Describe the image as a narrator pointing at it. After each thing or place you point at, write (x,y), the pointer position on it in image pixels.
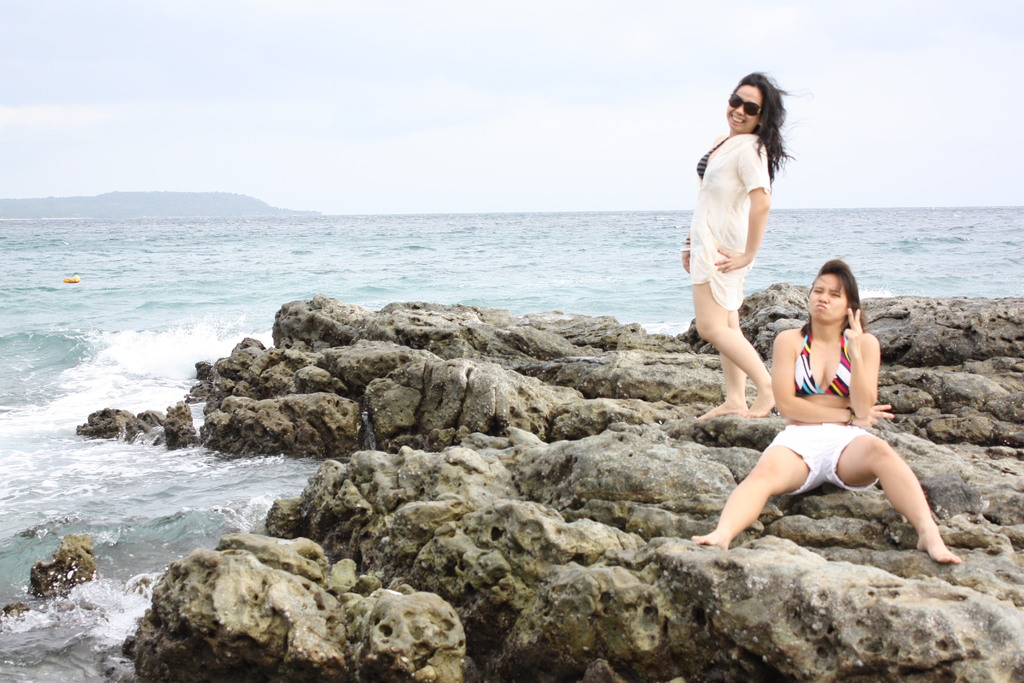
In this image there are two women (819,375) one women (721,243) is standing and women (793,389) is sitting, at the bottom (587,604) there are some rocks (599,418) and there is a beach (156,280). In the background (255,180) there are mountains (262,210) and sky (405,78).
